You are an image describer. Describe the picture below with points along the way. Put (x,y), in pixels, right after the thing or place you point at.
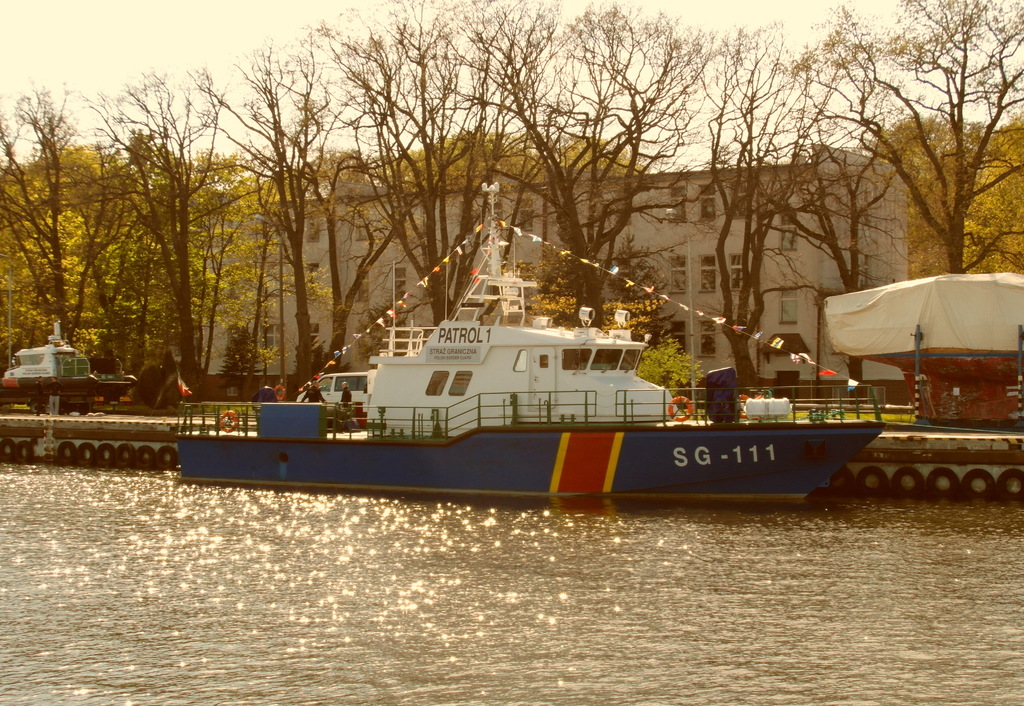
In this image in front (327,412) there is a ship (758,433) in the water (380,533). On the backside (304,395) there are vehicles (366,392) on the road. In the background (385,248) there are trees (527,189), buildings (771,169) and sky (222,17).
